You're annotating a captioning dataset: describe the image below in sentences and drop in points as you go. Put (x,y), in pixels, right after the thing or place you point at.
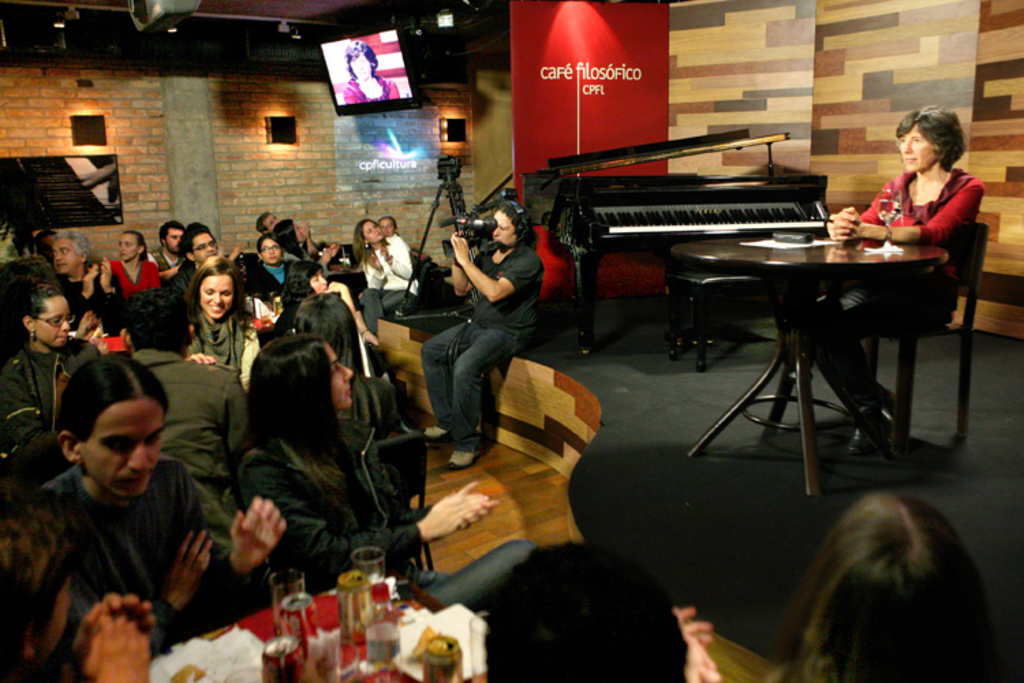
In a room (220,417) there are group of people (312,470) sitting. There is a table (220,627). On the table (258,630) there are many tins (270,642), bottle (369,643) and glasses (371,568). On the stage (793,443) there is lady (935,202) with red jacket (941,215) is sitting on the chair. In front of her there is a table (815,253). On the table (800,252) there is a paper (791,244). Beside her there is a piano (621,204). On the top corner (379,48) there is a screen (367,55). And on the stage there is man (502,294) with black t-shirt (492,306) is sitting and holding a video camera (483,224) in his hands (464,248).
